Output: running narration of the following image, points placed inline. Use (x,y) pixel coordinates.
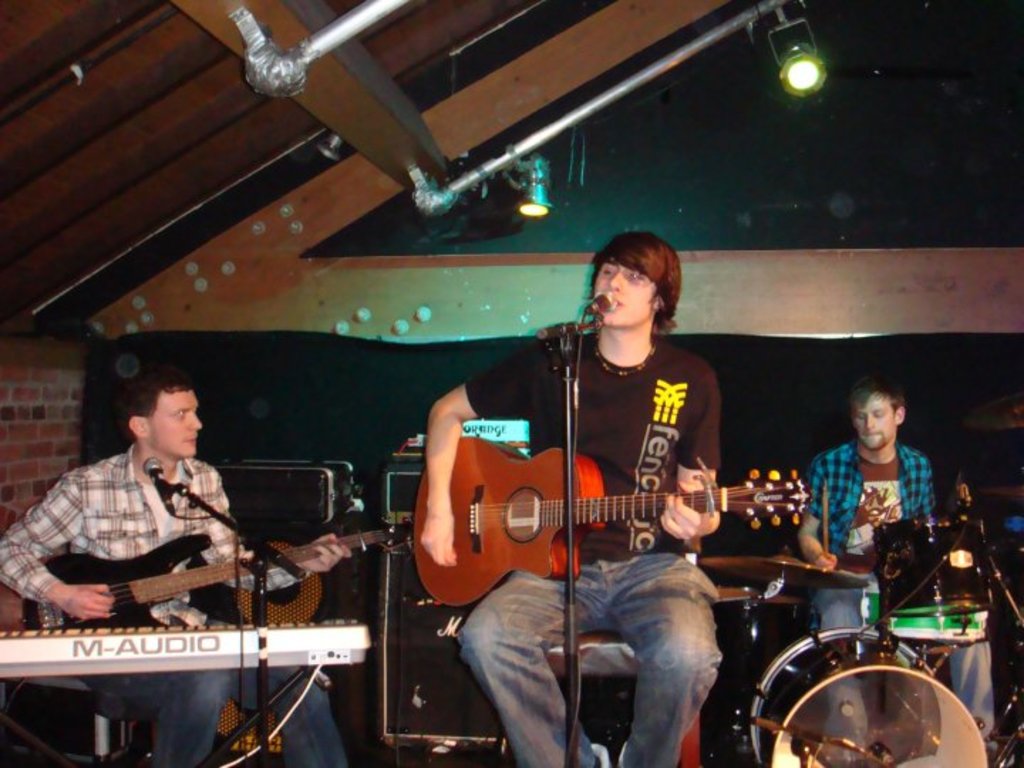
In this picture we can see three men (436,479) sitting on stool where two are holding guitars (84,568) in their hands (698,485) and playing it and one is playing drums (914,572) and in middle (633,459) person (605,477) singing on mic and in background (380,298) we can see wall (706,190), lights (802,65), rods (313,44), speakers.
